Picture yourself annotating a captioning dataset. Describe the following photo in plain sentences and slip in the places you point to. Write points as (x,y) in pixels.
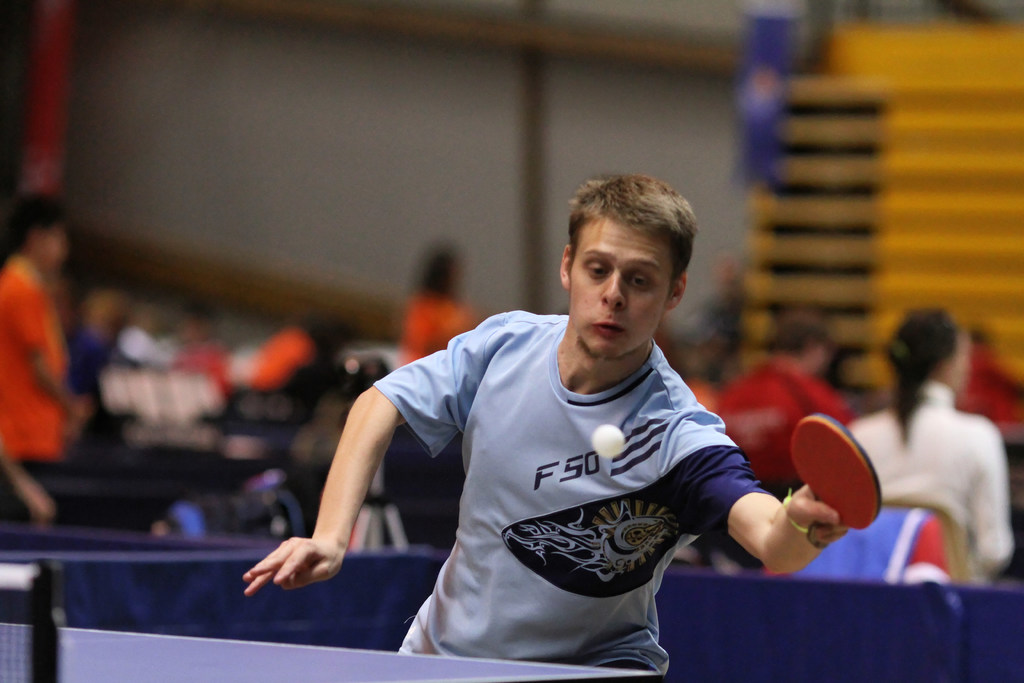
In this image i can see a person (533,401) holding a bat (863,493) in his hand (805,517). I can see a ball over here, and in the background (350,405) i can see few people (219,349) sitting and few people (27,240) standing.
